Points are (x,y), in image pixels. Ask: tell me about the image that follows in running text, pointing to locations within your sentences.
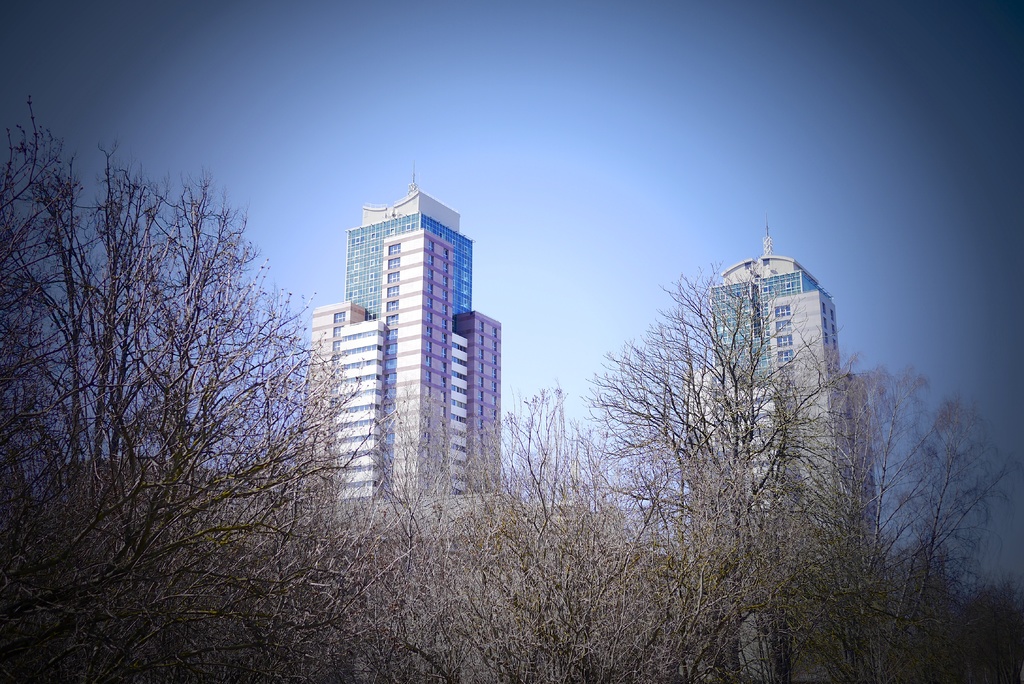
In the picture we can see some dried trees (628,665) and behind it, we can see two tower buildings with windows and glasses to it and we can also see a sky (318,120) which is blue in color.
